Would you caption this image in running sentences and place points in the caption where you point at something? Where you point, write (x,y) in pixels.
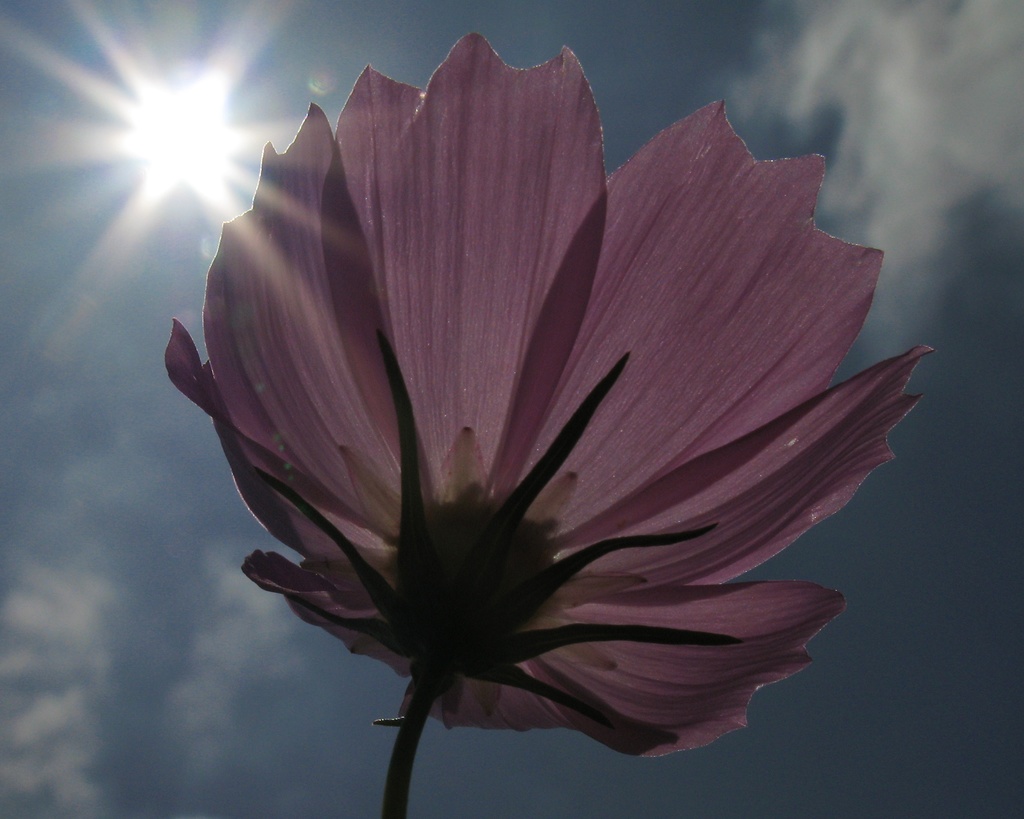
This image consists of a flower (412,460). It is in pink color. In the background (129,358), there is a sun (150,91) in the sky (172,775).
